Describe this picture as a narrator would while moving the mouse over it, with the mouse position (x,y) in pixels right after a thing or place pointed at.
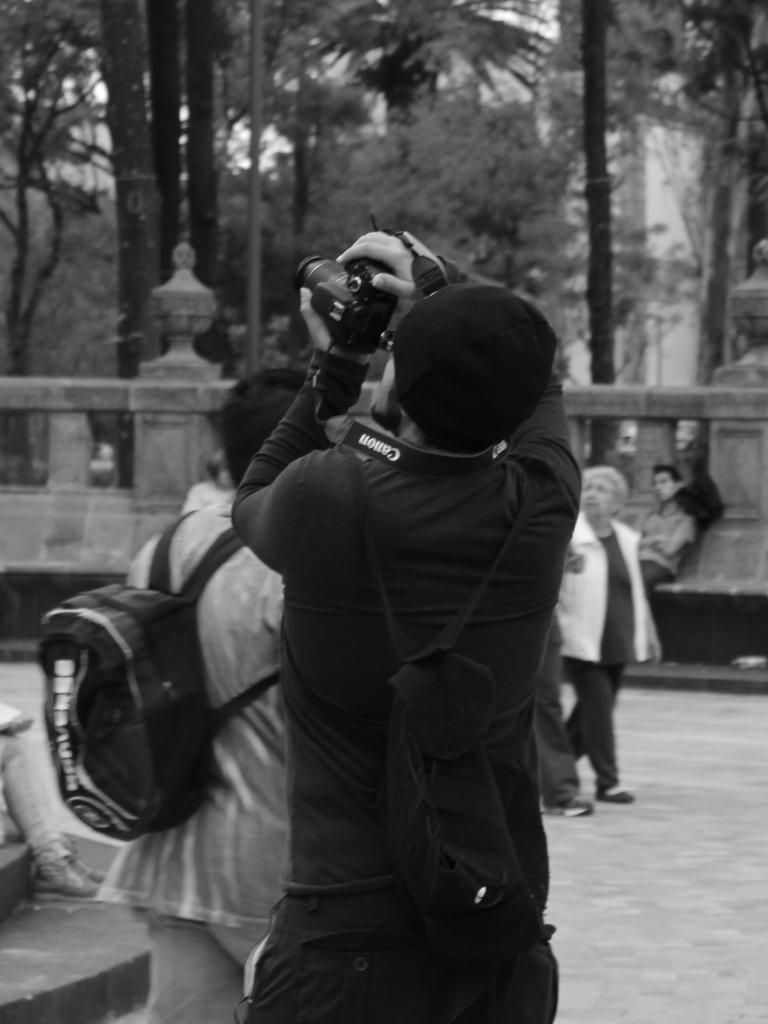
Here two persons (304,915) are walking at here and the one person (338,646) is trying to shoot with the camera (349,312) in his hands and another person (192,514) is wearing a bag (166,621) behind them there is a old woman (567,557) walking from there to this side other side you can see there are trees (601,326).
